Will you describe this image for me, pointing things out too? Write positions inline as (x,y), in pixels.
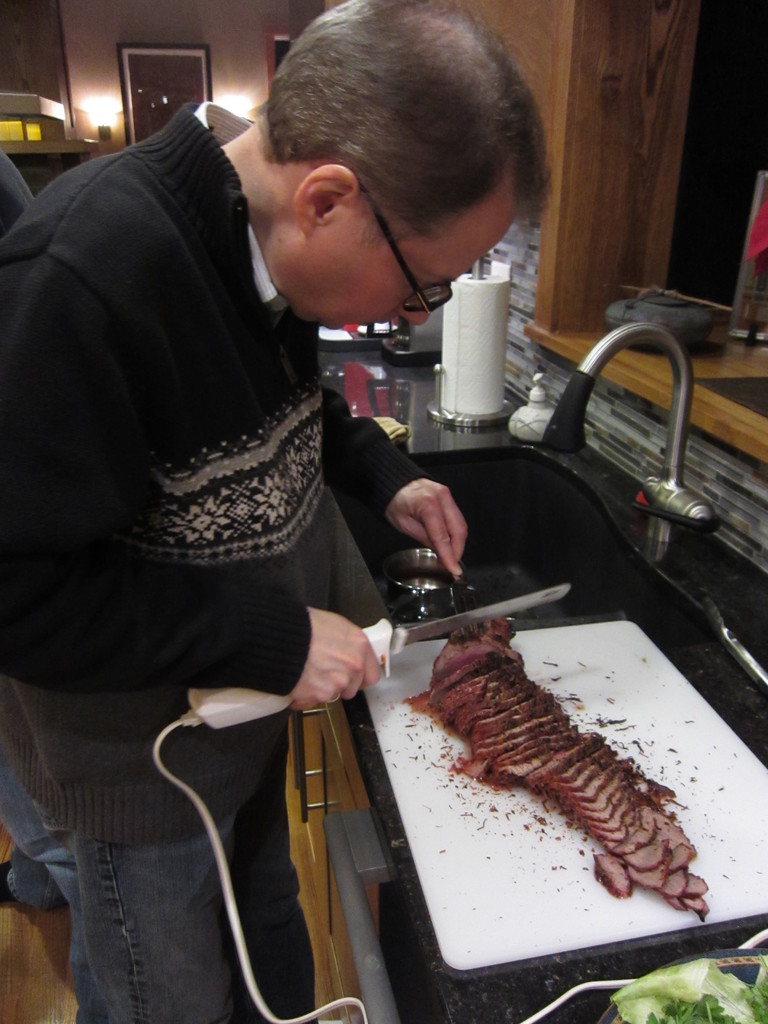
There is a person (303,295) wearing specs (408,272) is holding a electric knife (244,697). In front of him there is a table (524,1004). On the table (519,995) there is a cutting table (533,844). On that there are pieces (470,666) of meat (477,666). Also there is a wash basin (544,476) with tap (665,479). On the table (419,405) there is a tissue holder (498,347) with tissue (488,348). In the back (156,62) there's a wall (238,66) with photo frame (186,73) and lights (229,95).
